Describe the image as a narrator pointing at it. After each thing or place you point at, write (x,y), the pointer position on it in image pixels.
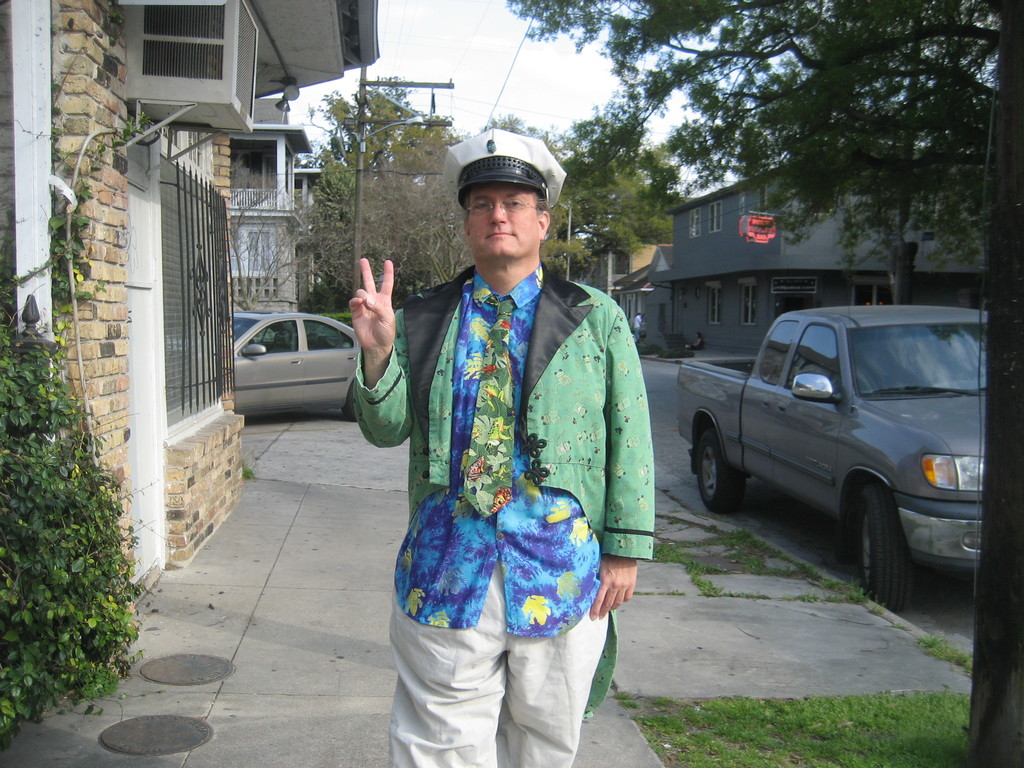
In this image I can see a person (513,133) standing in the center of the image (415,439) showing victory symbol (391,276) wearing a cap (507,158). I can see two cars (266,345), trees (919,164) and buildings (263,245) on both sides of the image. I can see an electric pole (383,124) behind the person (417,388). At the top of the image (530,20) I can see the sky (449,21).
